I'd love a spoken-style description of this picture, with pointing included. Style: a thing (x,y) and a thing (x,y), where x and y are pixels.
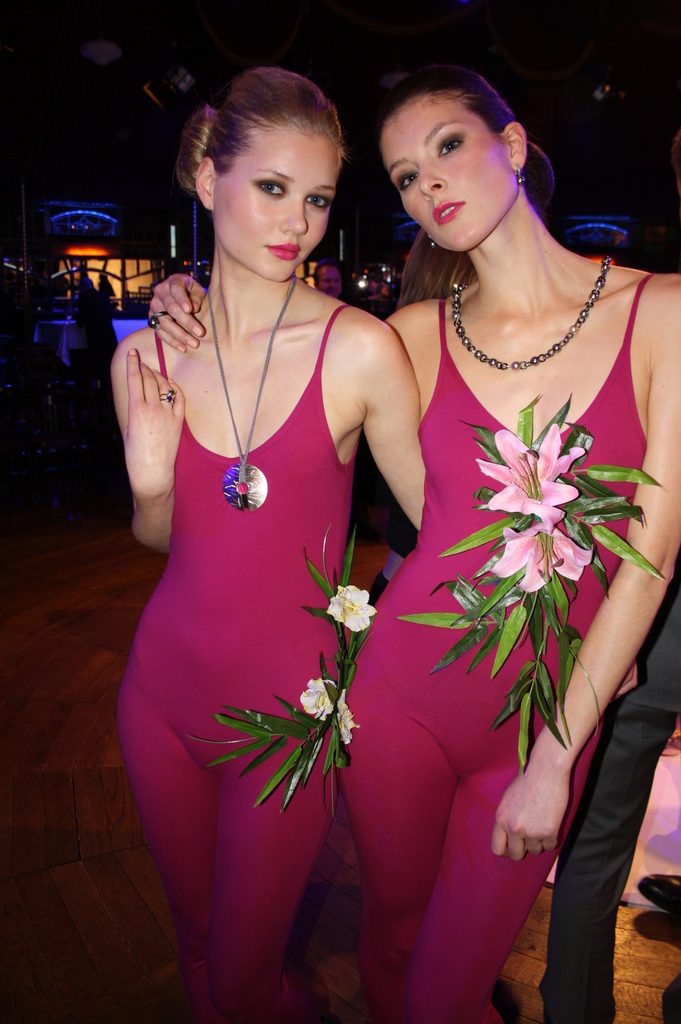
In this image there are two persons (359,663) standing at right side of this image (475,650) is wearing pink color dress (355,763) and there is some lights (133,277) at left side of this image (91,253).
